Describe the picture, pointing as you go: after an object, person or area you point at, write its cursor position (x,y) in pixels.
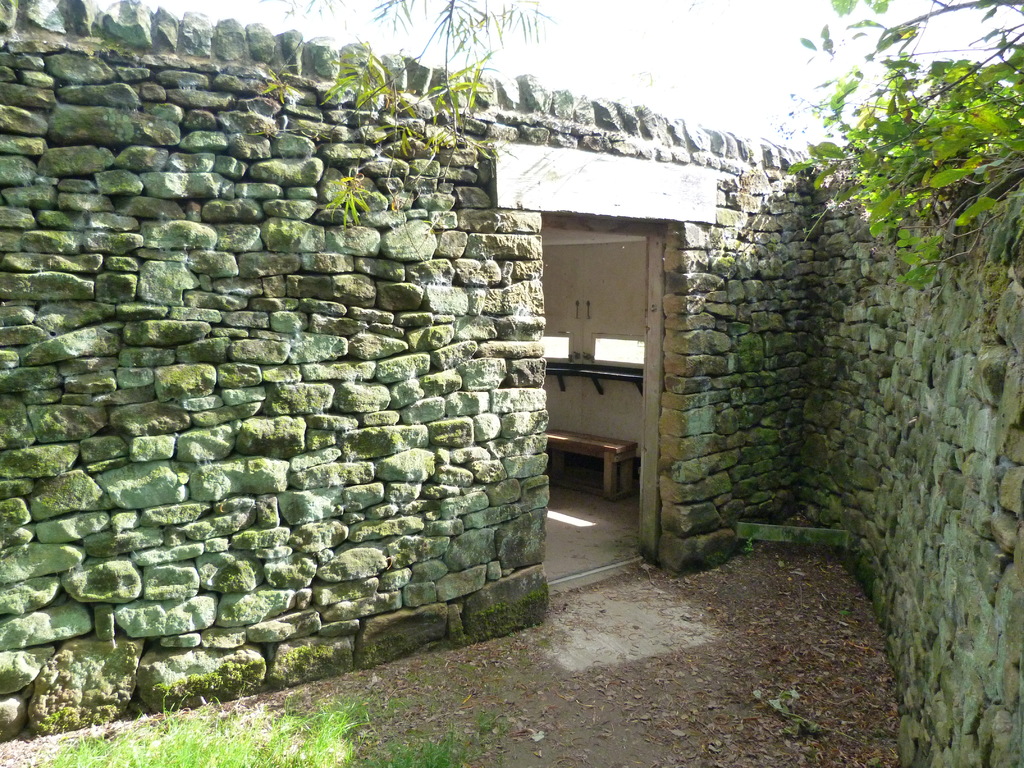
In this picture there is a stone wall (429,248) which is in V shape. On the stone wall (709,419), there is a door (595,225), inside it there is a bench (563,437). On the wall (481,351), there are some plants (935,106).
